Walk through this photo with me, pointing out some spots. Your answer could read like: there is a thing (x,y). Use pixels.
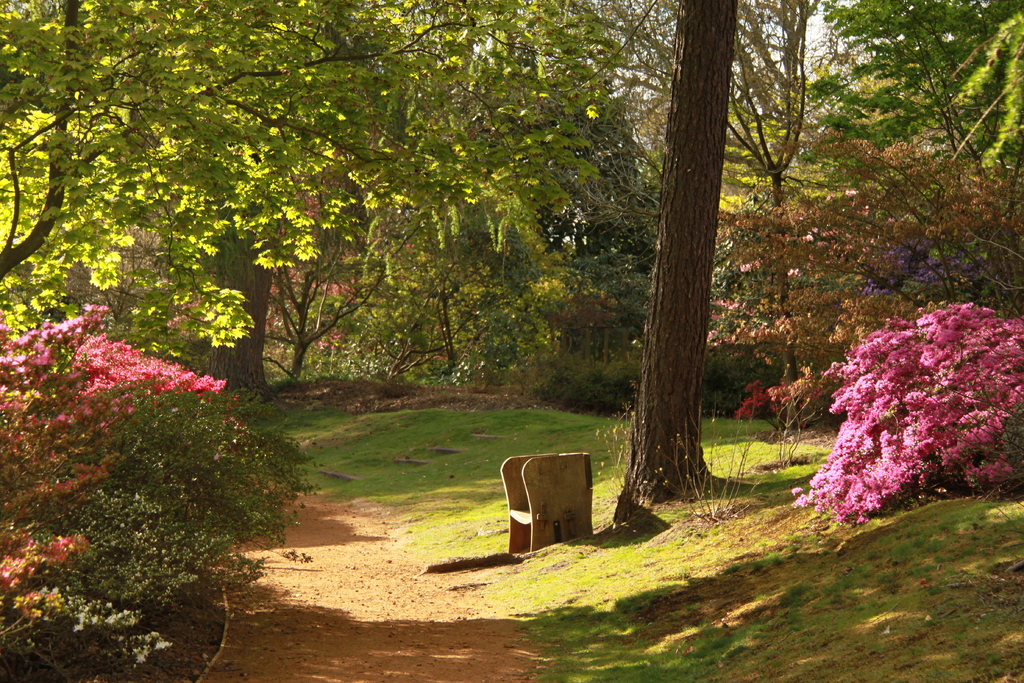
In this image there are trees (730,334) and plants (187,417). We can see flowers (126,371). At the bottom (581,531) there is a bench (529,542). In the background (808,45) there is sky (818,20).
